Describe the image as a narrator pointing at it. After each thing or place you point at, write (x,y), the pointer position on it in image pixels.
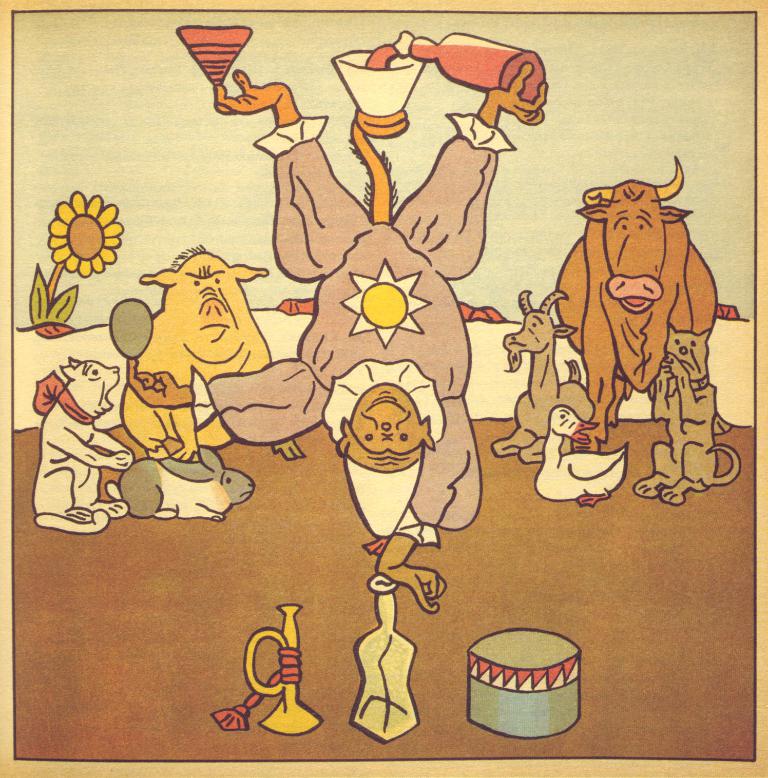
In this image there is a painting (315,346) of a person (430,407), animals (554,490), flower (77,265) and few other objects (361,656) on a paper (175,642).
